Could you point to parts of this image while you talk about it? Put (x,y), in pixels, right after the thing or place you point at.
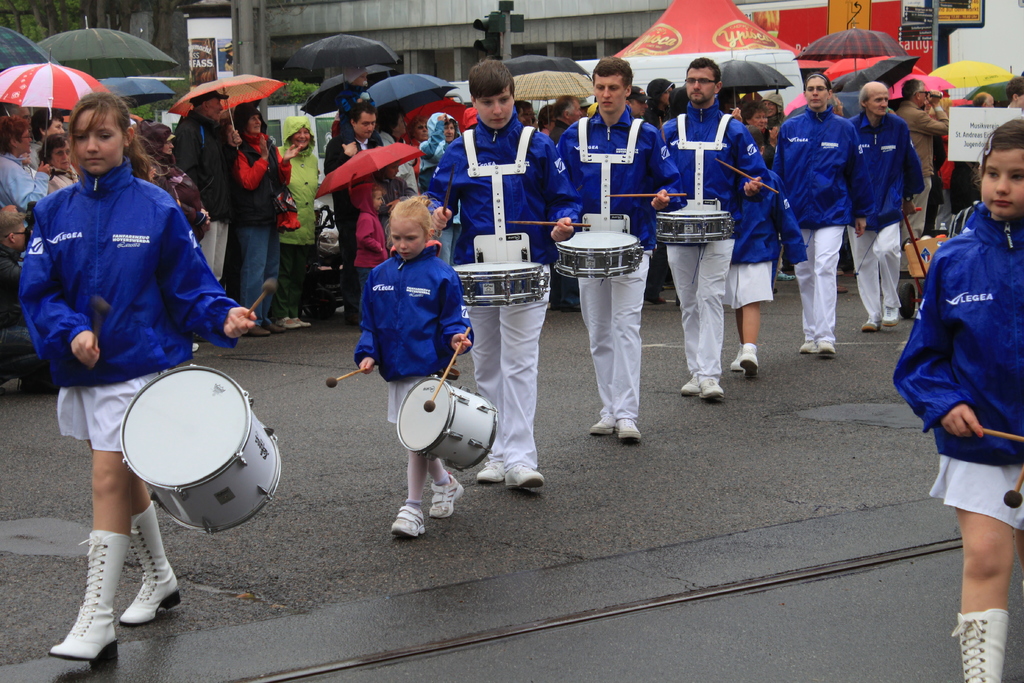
In this image I can see number of people (560,121) are standing, few of them are holding musical instrument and few of them in the background (56,66) are holding umbrellas (13,85). In the background (269,16) I can see a building (311,26) and a tree (44,12).
